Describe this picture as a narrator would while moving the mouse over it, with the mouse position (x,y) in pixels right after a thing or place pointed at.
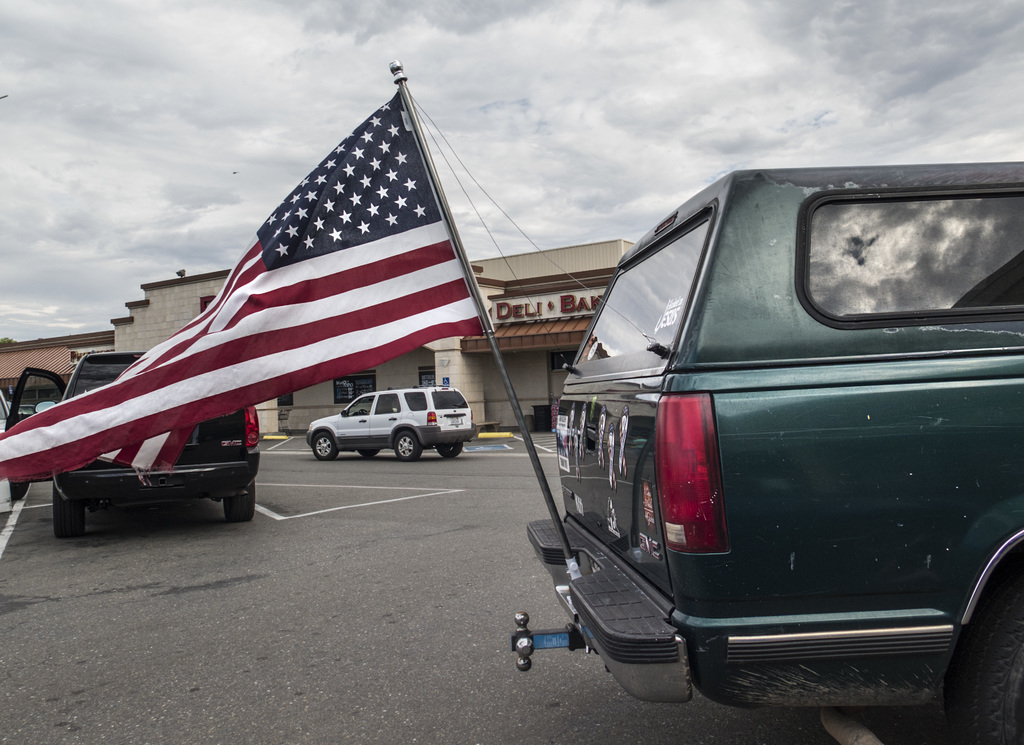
In this image I can see few vehicles (58,491) on the road (304,614), in front (822,382) the car (898,434) is in green color. I can also see a flag (333,224) in blue, white and red color, backgrounds I can see a building (167,311) in cream color and sky (492,37) in gray and white color.
